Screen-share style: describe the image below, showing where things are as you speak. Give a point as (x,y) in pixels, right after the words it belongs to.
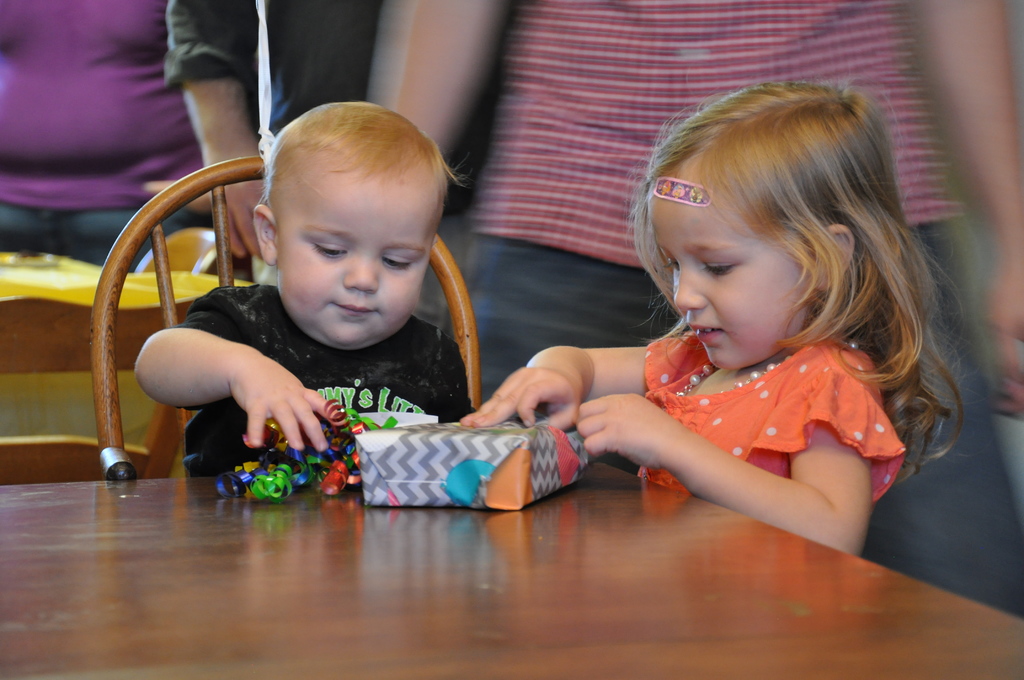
In this picture we can see there are two kids (340,368). In front of the kids (307,337) there is a table (239,572) and on the table (313,550) there is a gift box (386,474) and some decorative items (306,480). Behind the kids (298,243), there are three persons (233,82) and chairs (108,303).
